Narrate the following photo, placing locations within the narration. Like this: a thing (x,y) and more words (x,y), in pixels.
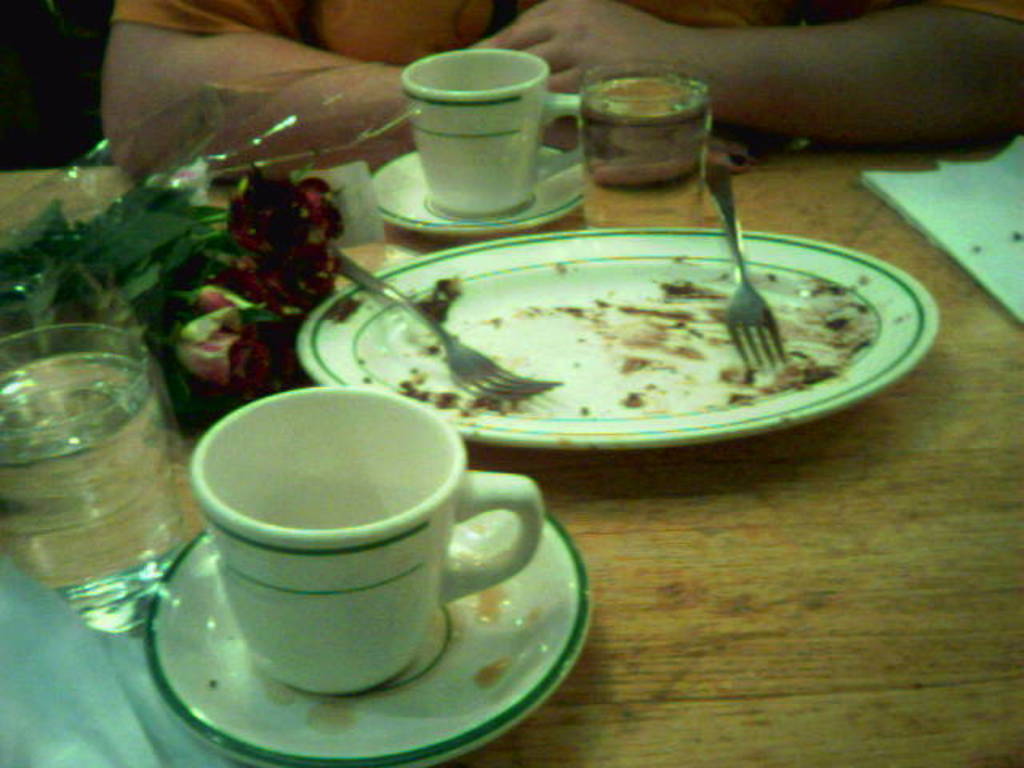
We can see a partial part of a human (548,40) here. On the table (765,616) we can see a rose flower bouquet (259,223), glass of water (154,431), cups (376,459), saucers (246,738) and an empty plate (626,337) with two forks (498,373).
